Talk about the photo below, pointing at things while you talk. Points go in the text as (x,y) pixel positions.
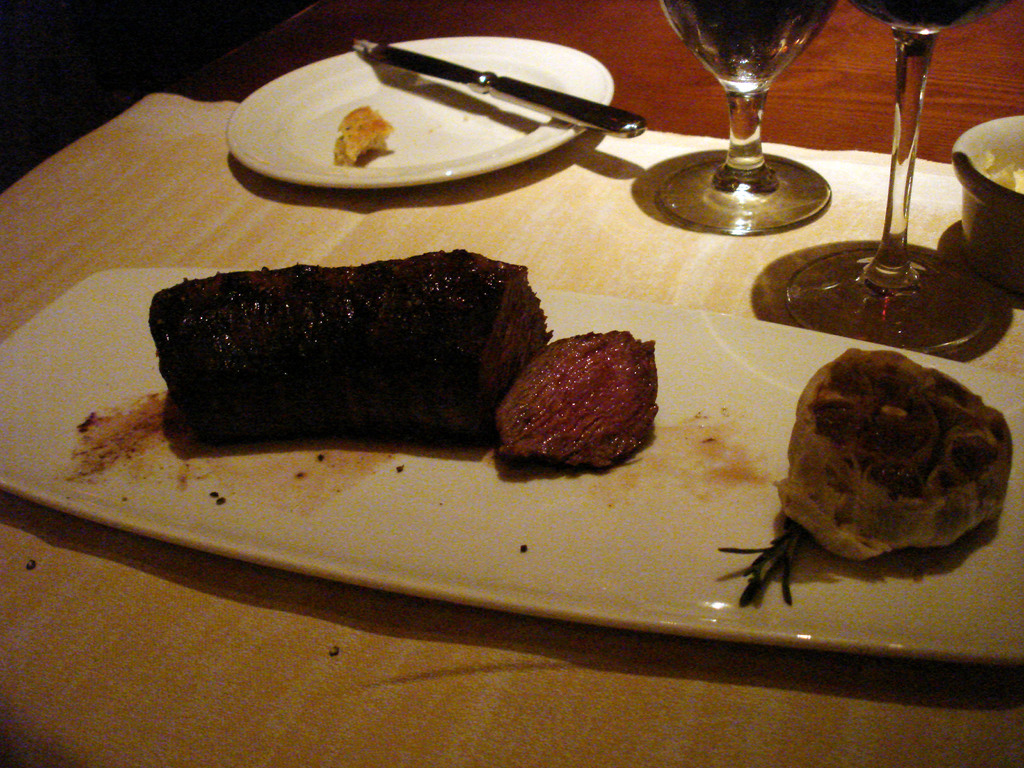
This image is clicked in a room (282,393). At the bottom (135,657), there is a table (250,675) on which there are plates (419,111) along with glasses (801,42). In the front (475,375), there is flesh (475,433) kept in a plate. And there is a knife (582,107) in a plate (431,112). At the bottom (445,748), there is a cloth (274,232).
